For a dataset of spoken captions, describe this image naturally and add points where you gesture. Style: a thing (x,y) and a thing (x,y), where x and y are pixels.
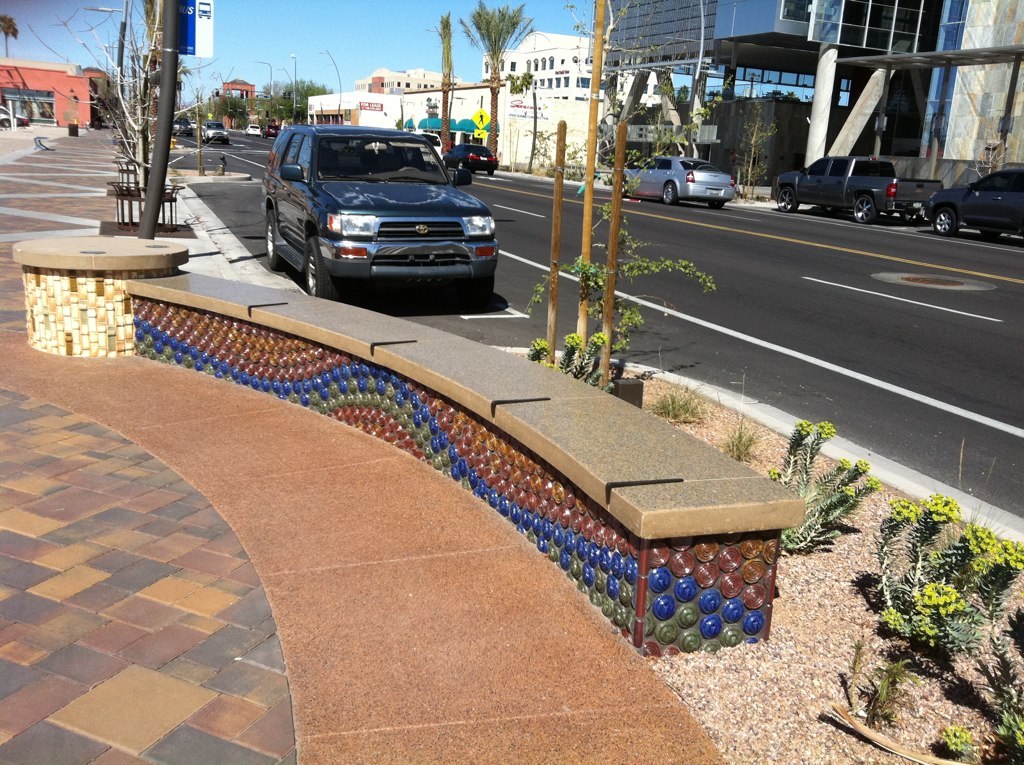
In this image I can see few vehicles (466,235) on the road (534,244). I can also see few plants (1014,710) in green color, a cement bench (571,461), background (556,107) I can see few buildings (687,11) in white, gray and brown color, few poles (701,1) and the sky (386,26) is in blue and white color.
